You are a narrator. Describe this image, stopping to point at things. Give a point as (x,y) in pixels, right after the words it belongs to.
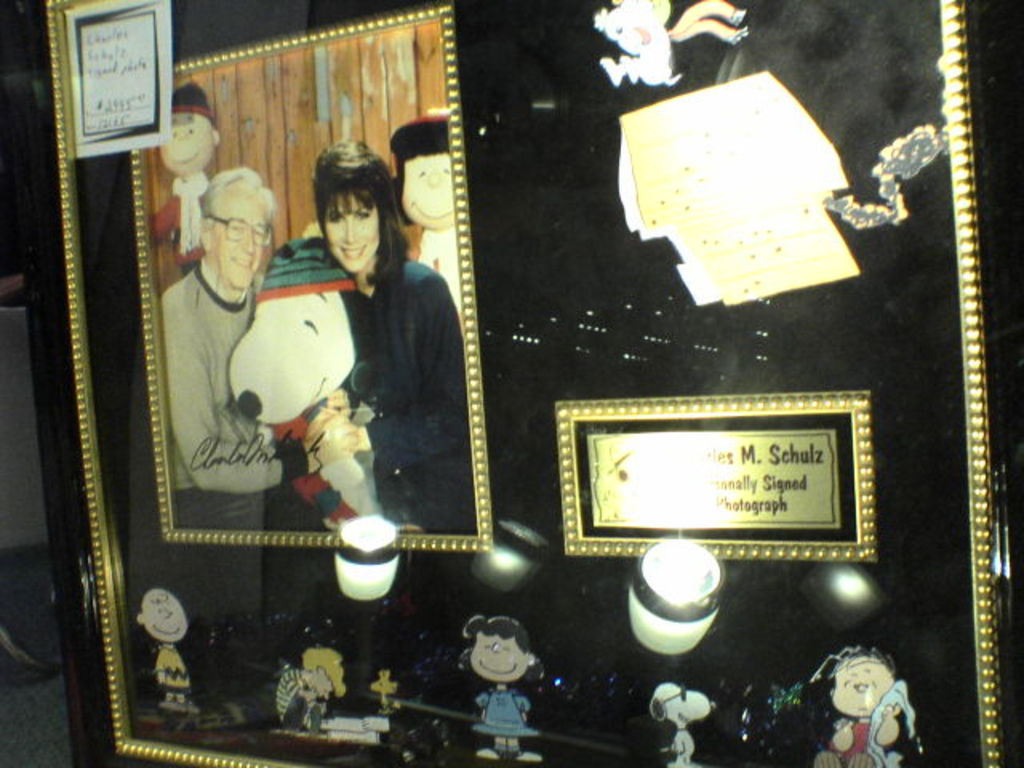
In this image there is a photo frame (231,544) and in the photo frame (644,497) there are persons (345,445) standing and smiling and there are cartoon images (178,661) and there are some texts (751,473) written on the photo frame (728,492).
